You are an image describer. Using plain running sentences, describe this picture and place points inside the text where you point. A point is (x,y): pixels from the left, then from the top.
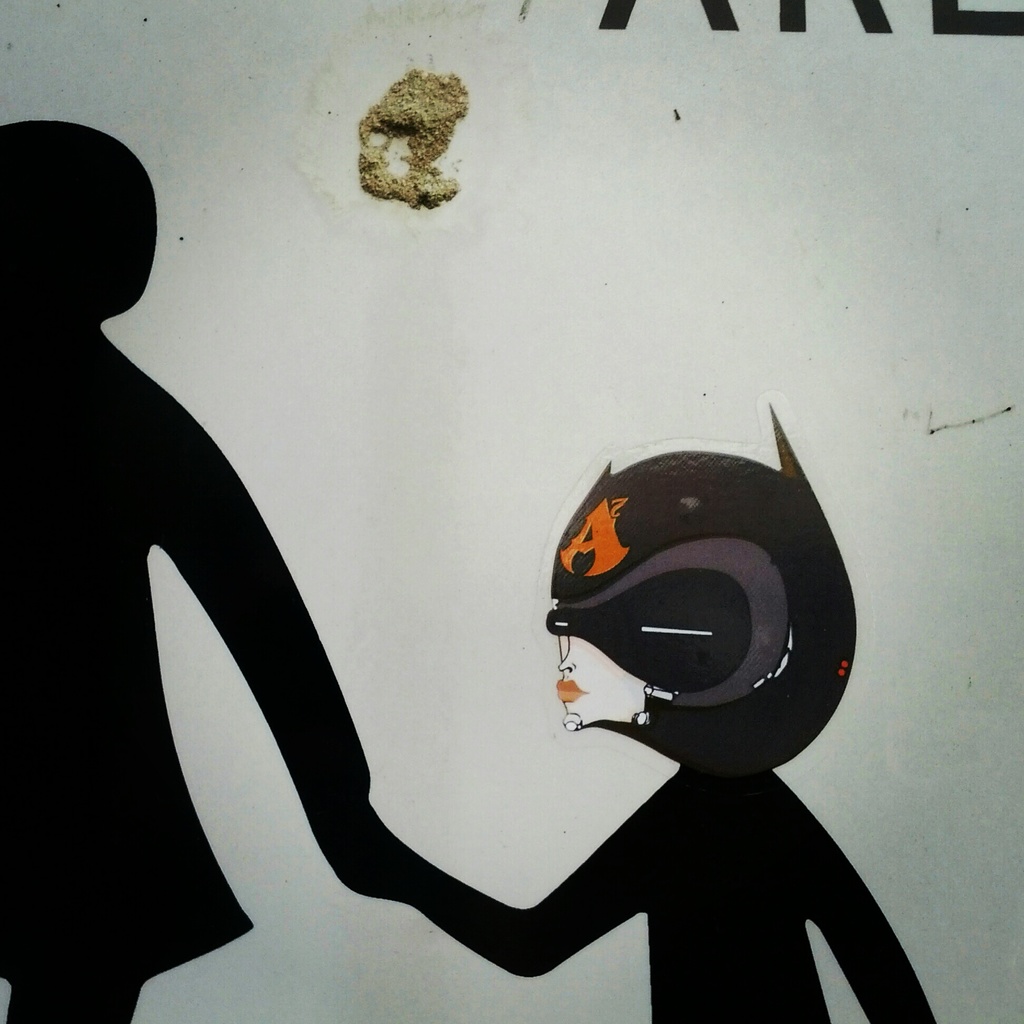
In the foreground of this image (708,606), there is a sticker (662,662) and painting (736,948) on the wall (392,982) and it seems like mud (434,134) and some text (864,4) is present on it.
